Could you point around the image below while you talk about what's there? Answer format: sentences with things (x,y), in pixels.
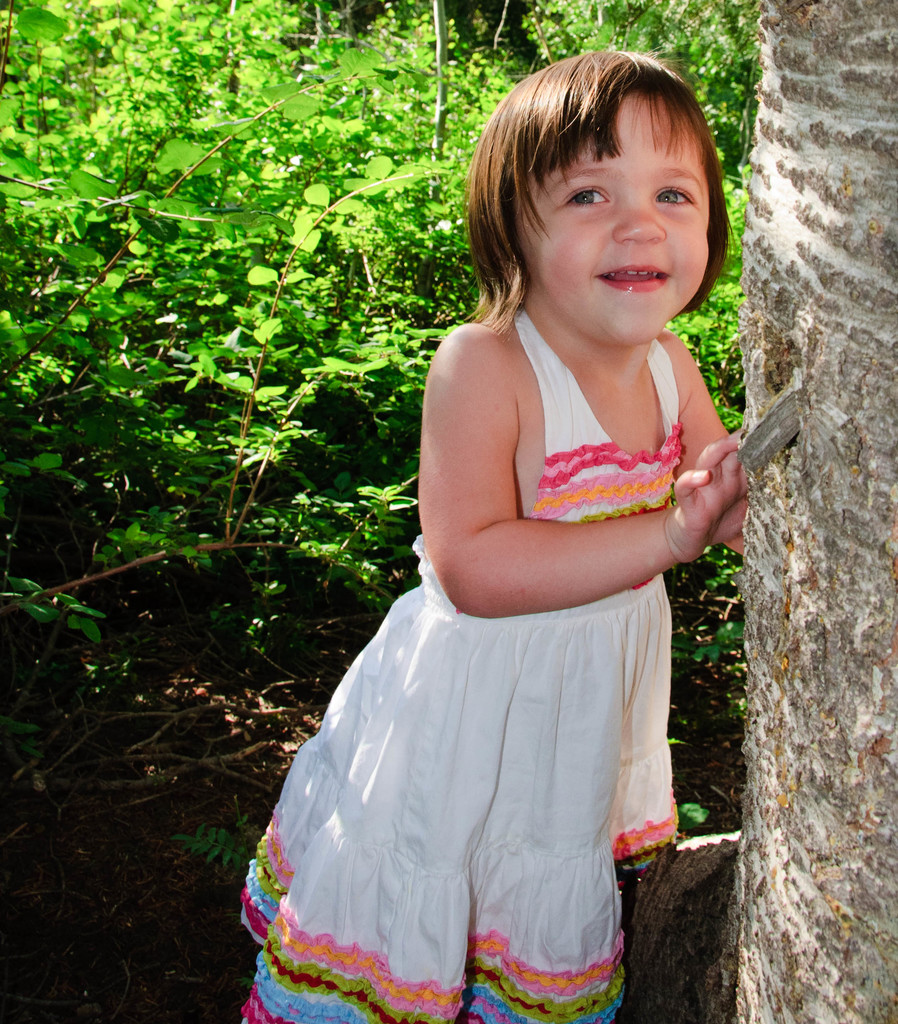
In this image there is a small girl (341,1010) standing beside the tree trunk (801,799) behind her there are so many plants (224,153).
